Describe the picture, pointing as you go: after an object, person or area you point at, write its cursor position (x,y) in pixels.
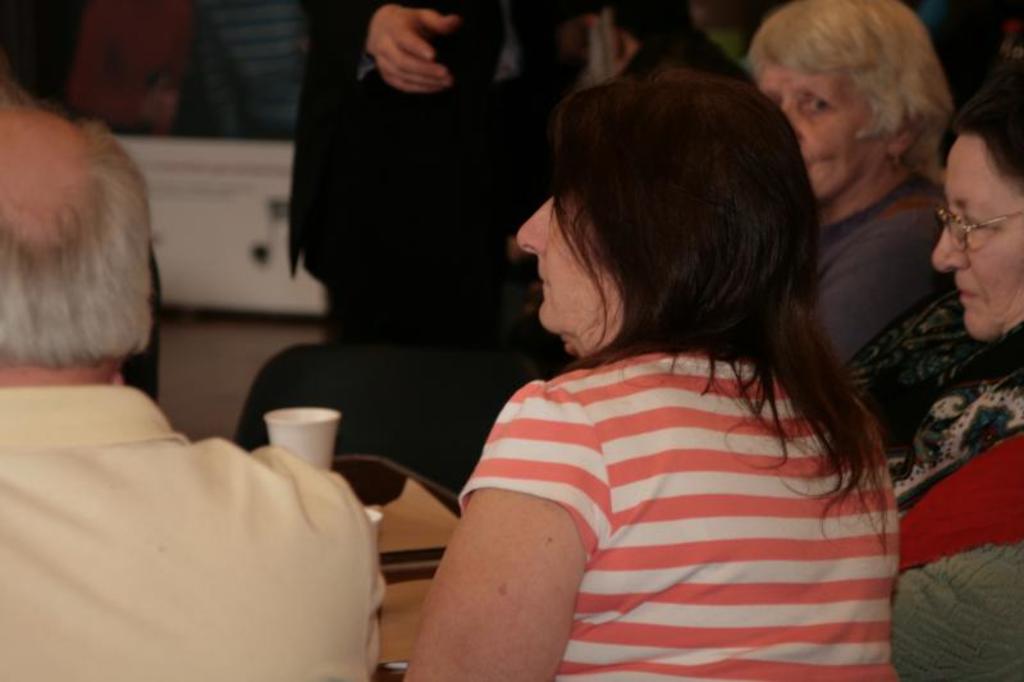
In this image I can see few people (477,596) sitting and looking at the left side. In front of these people (499,464) there is a table (380,483) on which two glasses (321,432) are placed. In the background (212,201) there is another table (205,204) placed on the floor (202,350).
